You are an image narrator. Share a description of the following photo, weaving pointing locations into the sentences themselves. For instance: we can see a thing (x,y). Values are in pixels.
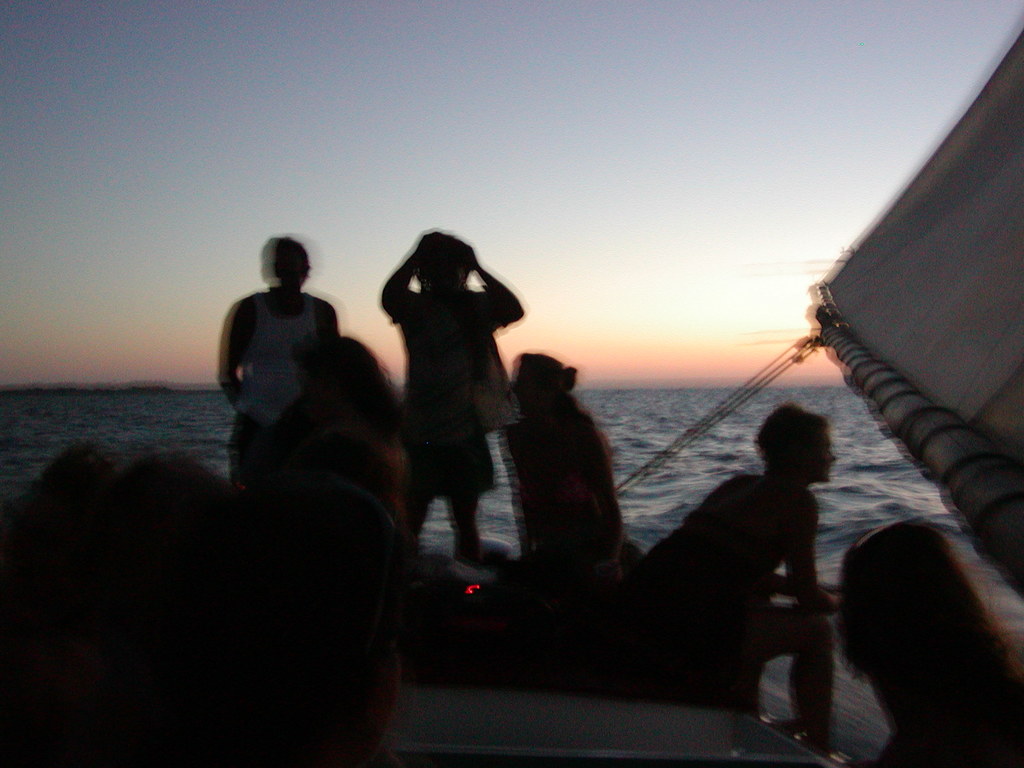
It is a blur image. In this image, we can see a group of people (620,565), ropes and sail (954,316). Background (906,482) we can see the water (896,500) and sky (479,194).
